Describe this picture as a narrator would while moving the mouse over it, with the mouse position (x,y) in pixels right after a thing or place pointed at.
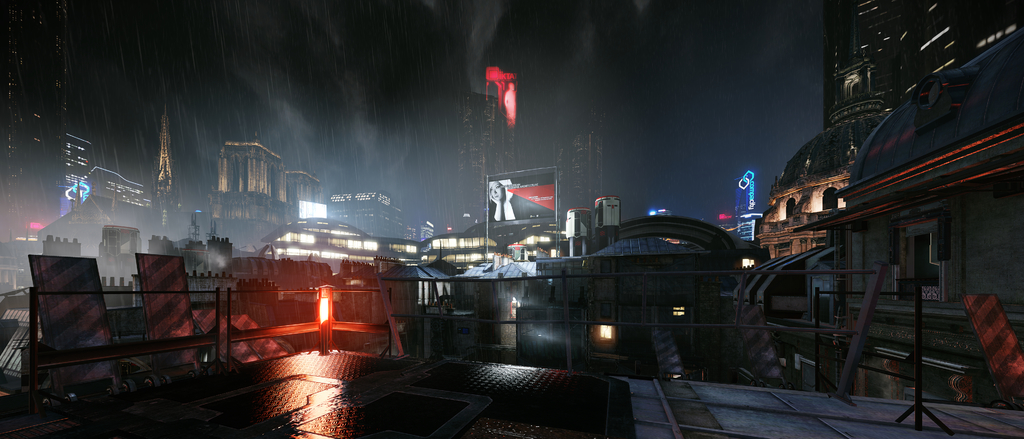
At the bottom of the image (569,405) there is floor (445,381). Behind the floor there are railing (116,356) and also there are boards (53,278). And there are many buildings (769,234) with glasses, windows (905,236) and lights (510,95). And also there is a banner (490,208). And in the image it is raining.
